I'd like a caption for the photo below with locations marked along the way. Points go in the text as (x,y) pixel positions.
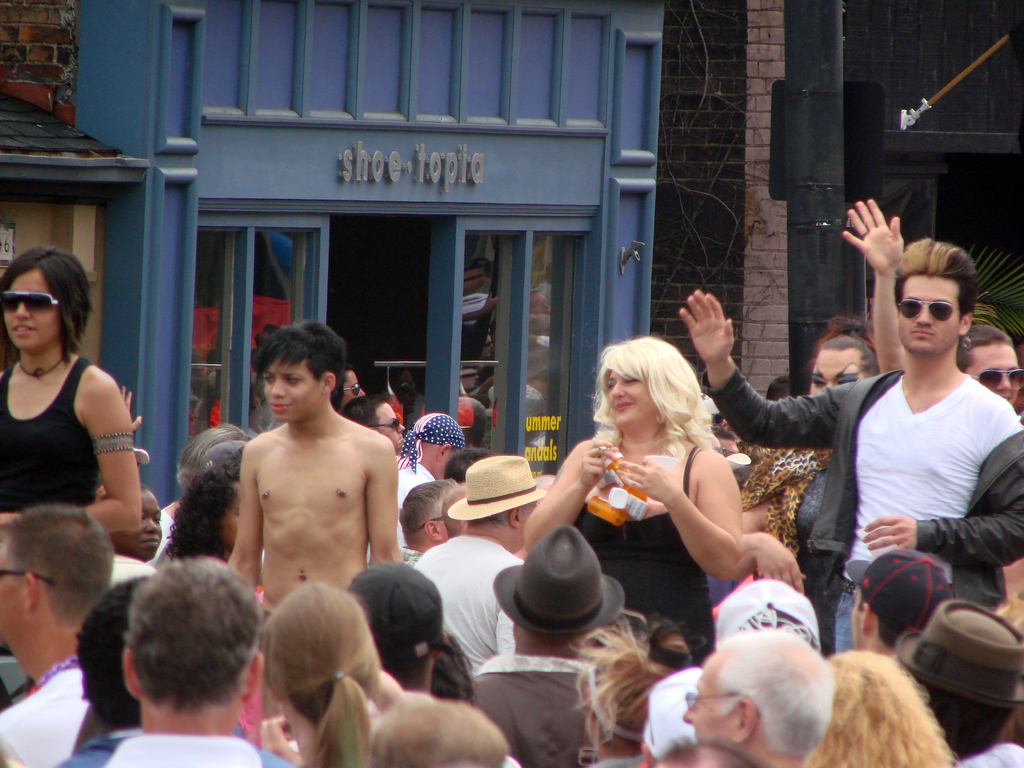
At the bottom of the image (370,708) few people (52,315) are standing. Behind them we can see some buildings (550,222).
